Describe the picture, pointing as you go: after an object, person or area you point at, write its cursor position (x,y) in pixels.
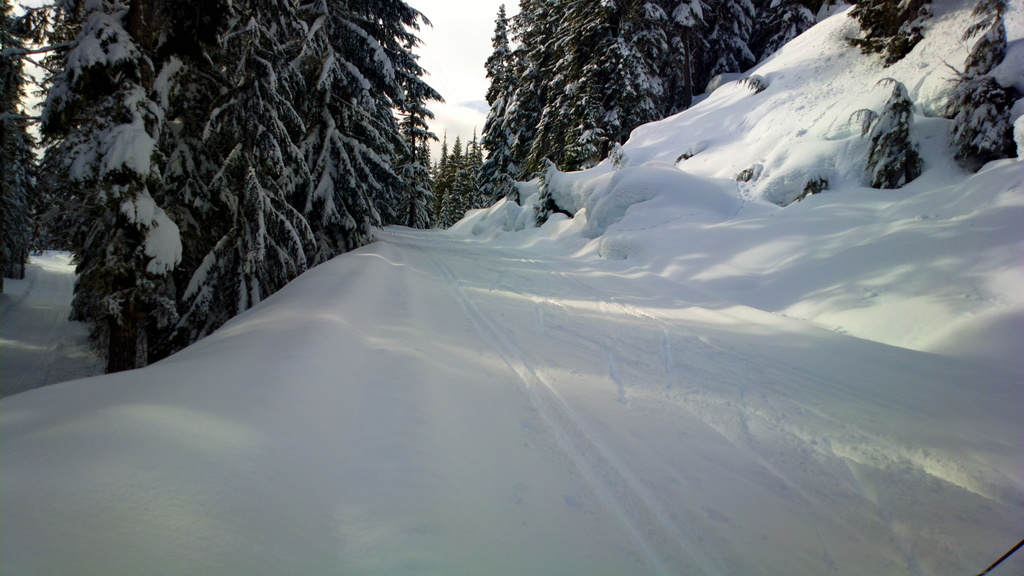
In this image we can see trees (273,151) covered with snow (152,208), snow (691,214) on the ground (460,231) and sky (440,122) with clouds (445,128).
